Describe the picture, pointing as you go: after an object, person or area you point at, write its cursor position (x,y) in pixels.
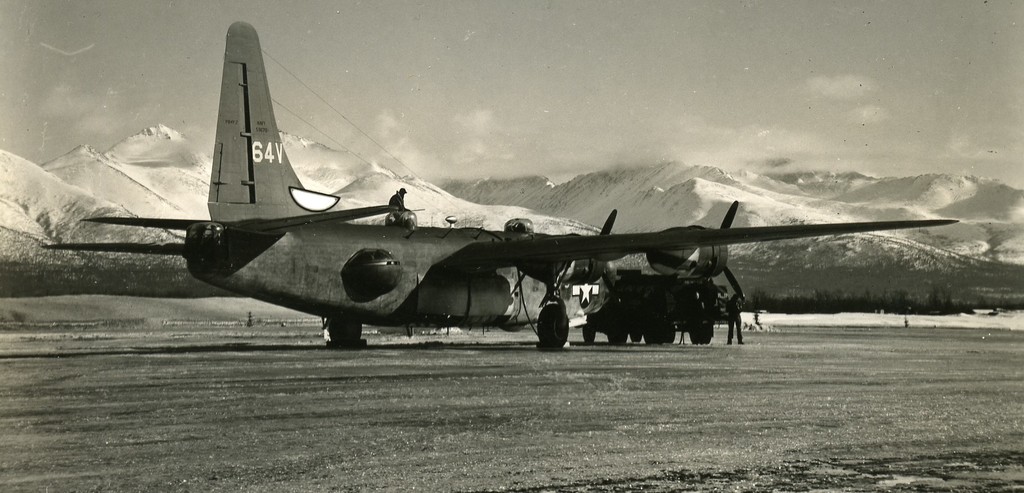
In the foreground of this image (599,282), there is a plane (505,298) on the ground (536,391) and we can also see a man (734,322) standing and a man (399,212) on the top of it. In the background (543,189), there are mountains (503,192) and the sky (458,85).
